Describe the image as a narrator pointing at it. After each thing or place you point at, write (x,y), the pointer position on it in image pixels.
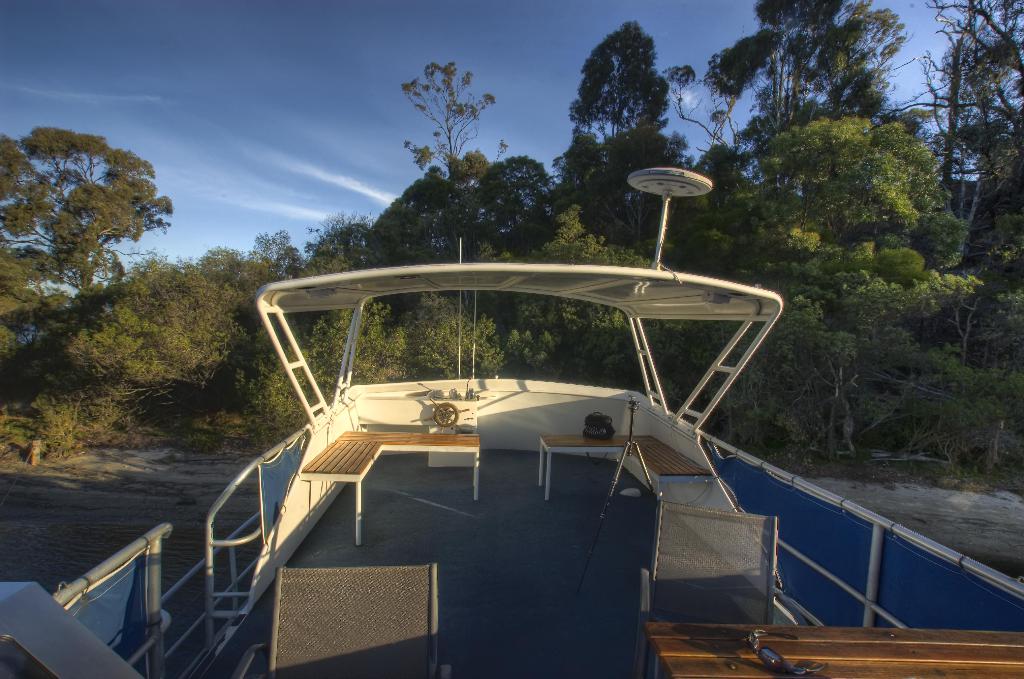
In the right bottom of the picture (783,625), we see a table (752,626) and a chair (766,605). Behind that, there are benches (341,450). This might be a boat (207,663). There are trees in the background (235,355). At the top of the picture (253,83), we see the sky (215,123), which is blue in color.
